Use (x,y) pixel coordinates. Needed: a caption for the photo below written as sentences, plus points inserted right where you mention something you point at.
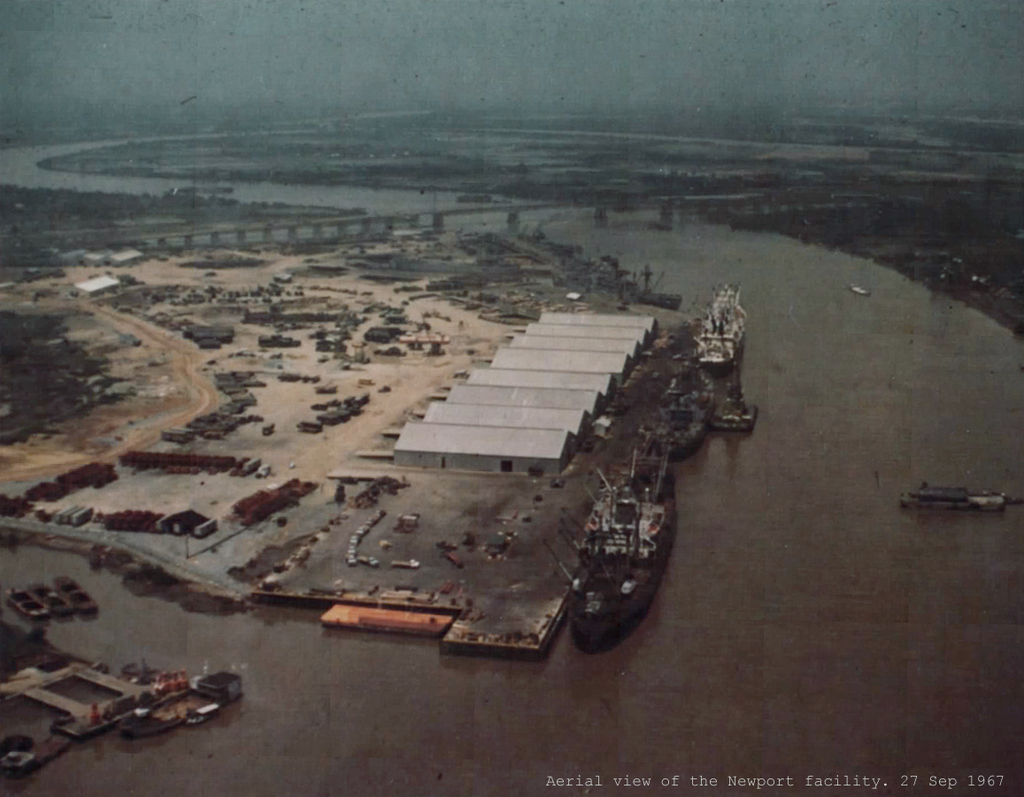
In this image I can see few boats (592,599) on the water (707,659). In the background (139,176) I can see few objects (502,375), trees (244,219) and the bridge (339,225) and the sky (408,45) is in blue color.
